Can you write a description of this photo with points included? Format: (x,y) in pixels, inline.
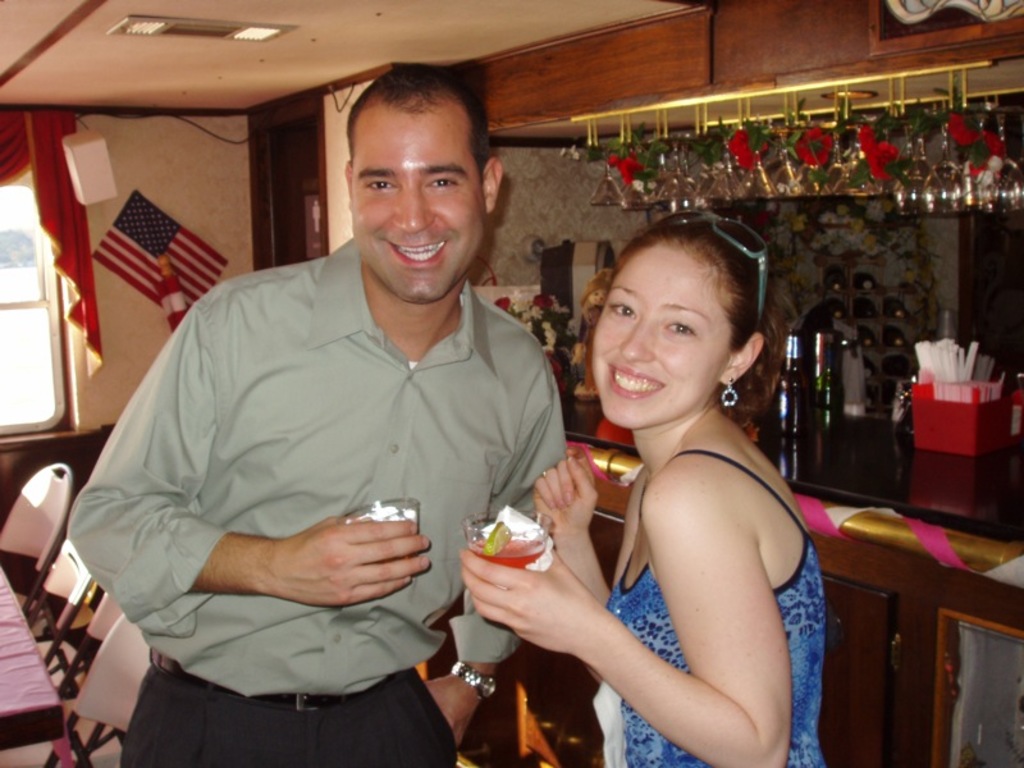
In this image, there are a few people (508,579) holding some objects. We can see a table (869,541) with some objects (822,389) like bottles (867,340) and flowers (568,313). We can also see some glasses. We can also see the wall (131,333) with some objects (163,259) and a poster (143,241). We can also see the window (30,206) and some curtains (22,149). We can also see the roof (248,69) with some lights (252,32).
